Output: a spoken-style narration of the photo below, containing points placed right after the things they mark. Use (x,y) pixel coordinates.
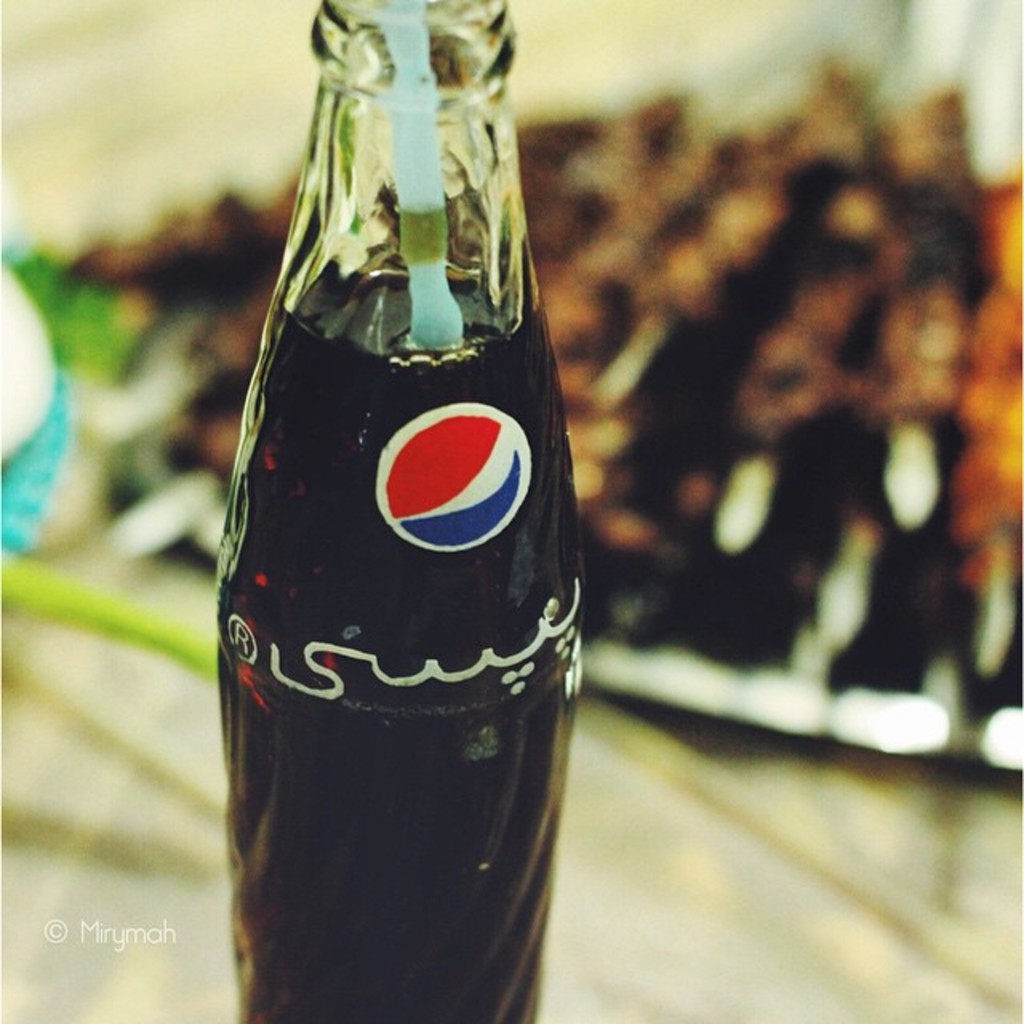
In this picture we can see a bottle (314,376) with full of drink (329,573).
